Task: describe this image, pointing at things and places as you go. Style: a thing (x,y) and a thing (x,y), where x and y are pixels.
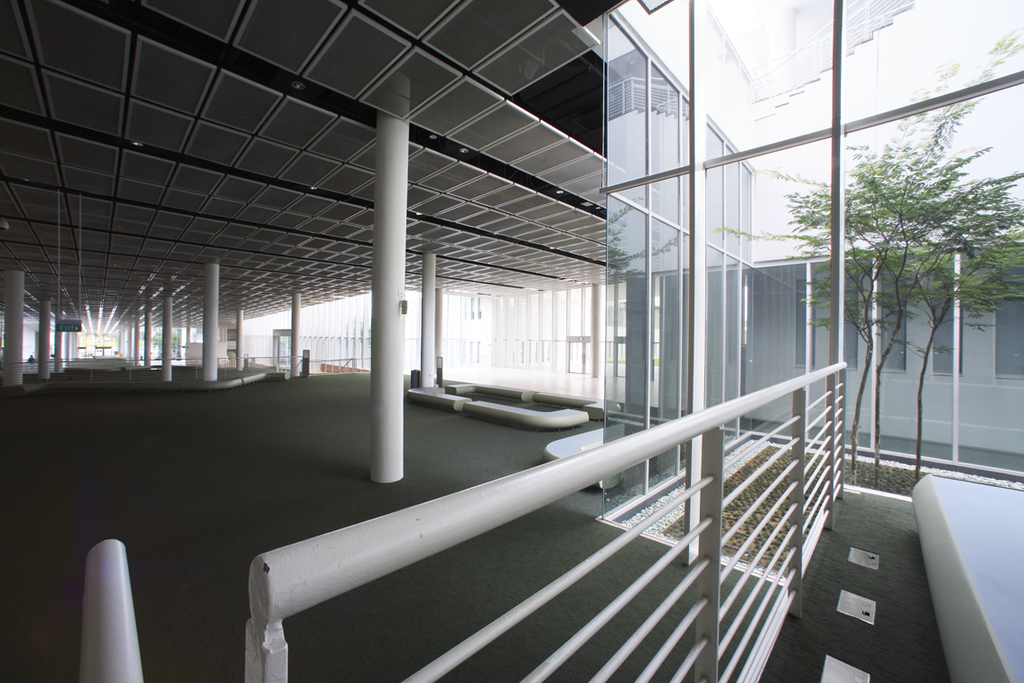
In this picture, we can see an inner view of a building (355,316) we can see the roof (255,303) with some lights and we can see the floor (379,664) with some objects (553,402) on it, we can see a plant (898,300), glass doors (620,157).
